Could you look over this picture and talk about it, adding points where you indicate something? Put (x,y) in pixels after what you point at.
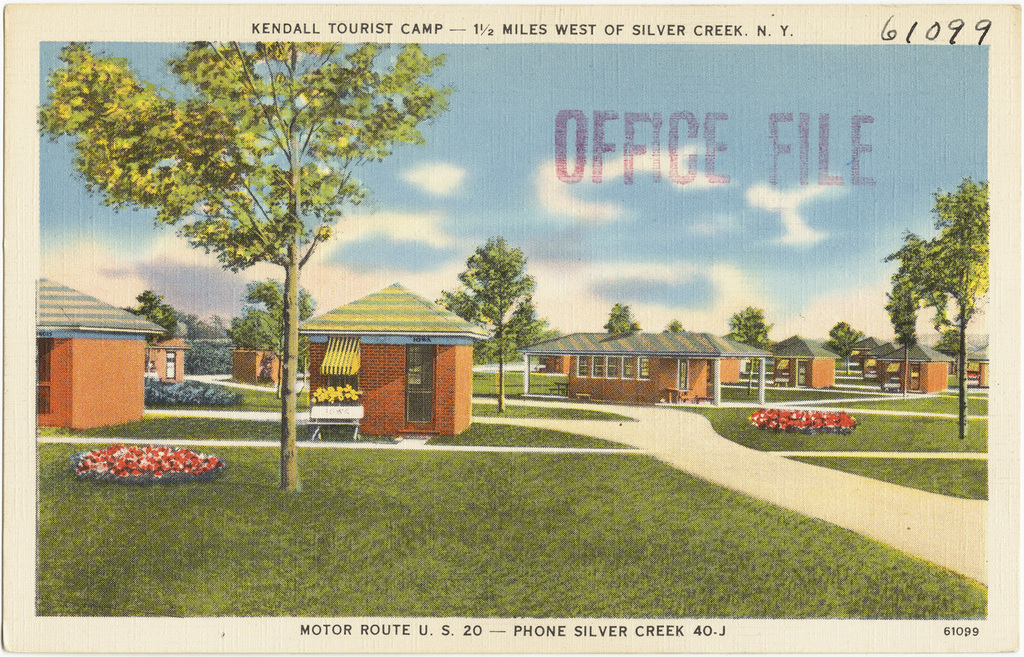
In this picture we can see a poster (630,387), in the poster (479,381) we can find few houses (535,345), trees (495,354), grass (306,424), clouds (346,283) and some text (711,130).
